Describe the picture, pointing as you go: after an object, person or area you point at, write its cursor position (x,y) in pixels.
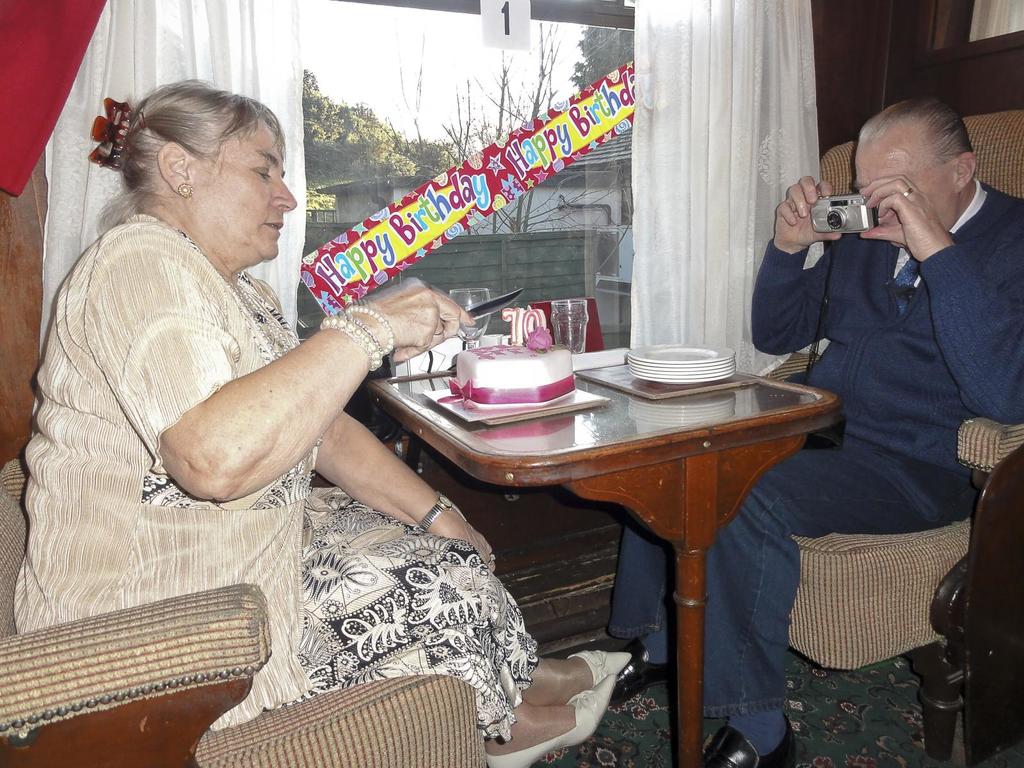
In this image we have a woman (325,441) and a man (896,458) who are sitting on the chair (215,623) in front of the table (605,423). On the table (632,407) we have few glasses (560,339), few plates (647,353) and a cake (535,388). On the left side (195,371) woman (282,481) is cutting a cake (529,343) with a knife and the person (860,258) on the right side (813,201) is holding a camera (870,211) and taking a picture. Beside this man (907,171) we have a white curtain (666,154) and a glass window (332,189).
